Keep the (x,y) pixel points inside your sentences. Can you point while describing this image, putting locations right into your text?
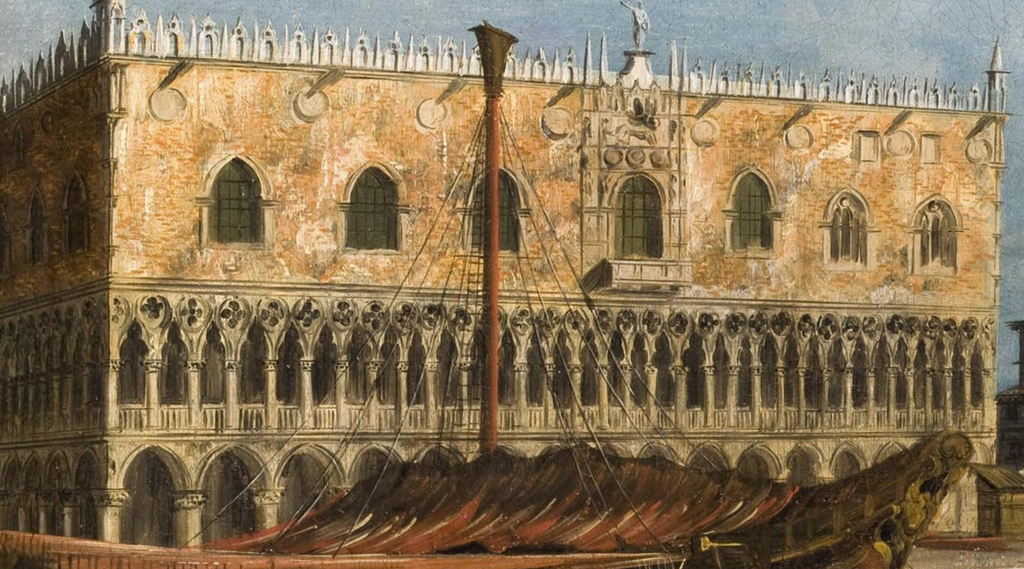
In this image we can see a building (454,263) with windows (650,236) and we can also see a pole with ropes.
